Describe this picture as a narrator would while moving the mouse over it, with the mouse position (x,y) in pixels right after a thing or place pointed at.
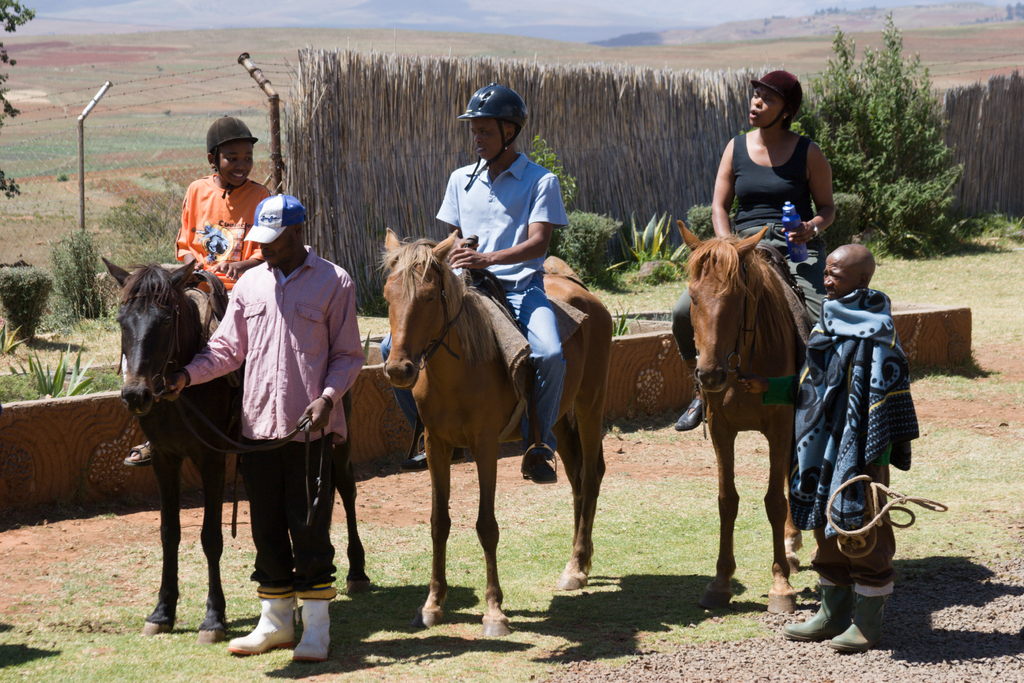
In the foreground of this image (467,193), there are three people (524,219) sitting on the horse (584,364) and two (319,372) are standing on the ground (670,629) and holding belts (221,451) of the horse (782,439). Behind them, there is fencing (87,232) and greenery (893,166). In the background (442,32), there is the land (483,35).
